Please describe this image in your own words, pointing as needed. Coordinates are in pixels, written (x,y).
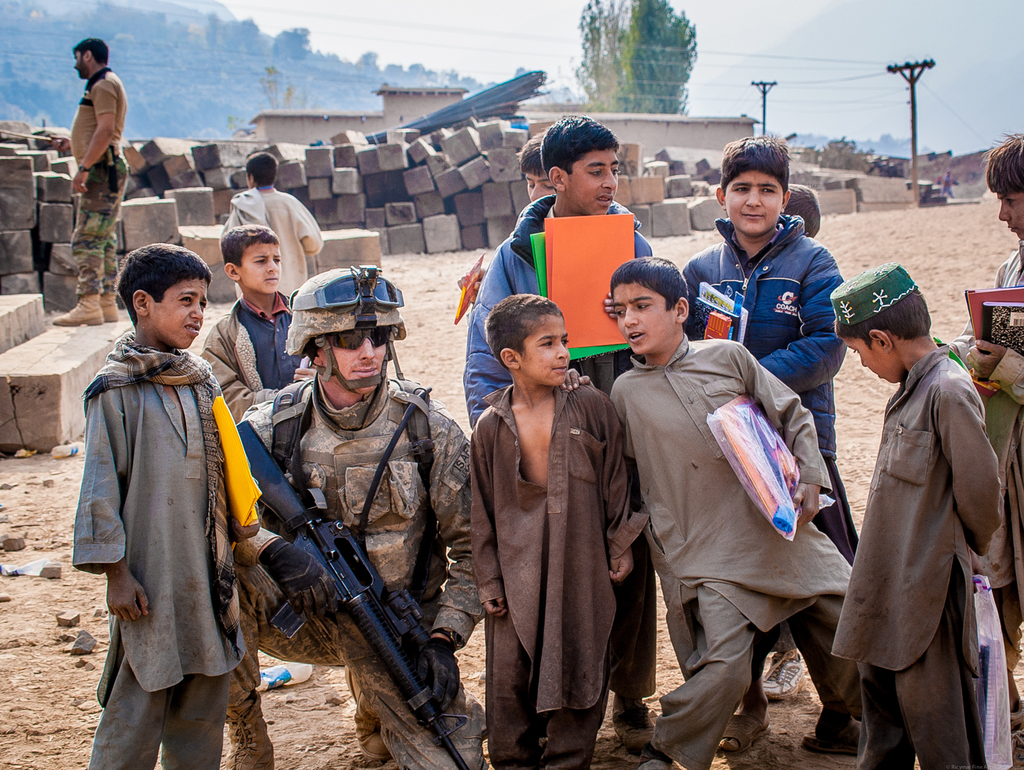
In this image we can see a few people (640,416), some boys (625,416) are holding, books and bags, one person (456,600) is holding a gun (374,640), there are rocks (435,201), electric poles (915,152), wires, there are trees (363,74), houses (619,119), also we can see the sky (754,43).
